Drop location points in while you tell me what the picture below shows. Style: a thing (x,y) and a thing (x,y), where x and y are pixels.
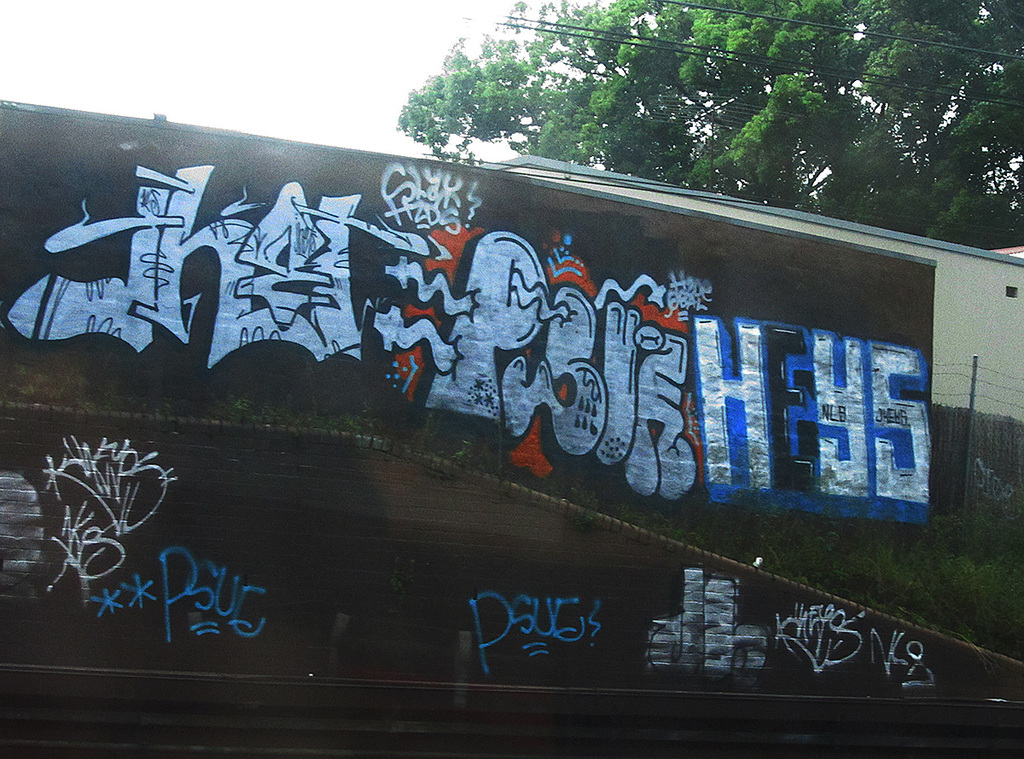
We can see graffiti (782,356) on walls (446,556), plants (1010,577), fence (1008,477) and house (999,326). In the background (276,31) we can see wires (822,24), tree (634,78) and sky (244,60).
